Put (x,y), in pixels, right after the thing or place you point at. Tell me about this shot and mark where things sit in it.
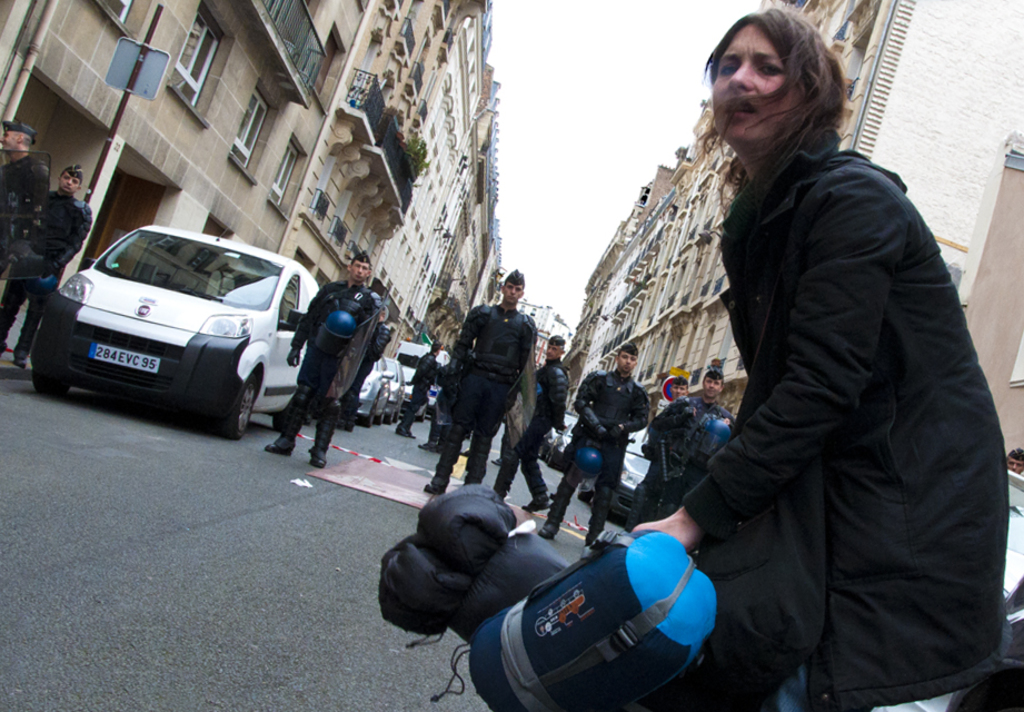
On the right (726,505) there is a woman (734,458) standing on the road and holding bags (541,599) in her hands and carrying a bag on her shoulder (849,229). In the background (341,349) there are few people (502,394) standing on the road (58,622) and there are vehicles (185,374) on the road (236,452) and we can also see buildings (77,77), poles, fence (397,141), house plants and sky (511,134).
